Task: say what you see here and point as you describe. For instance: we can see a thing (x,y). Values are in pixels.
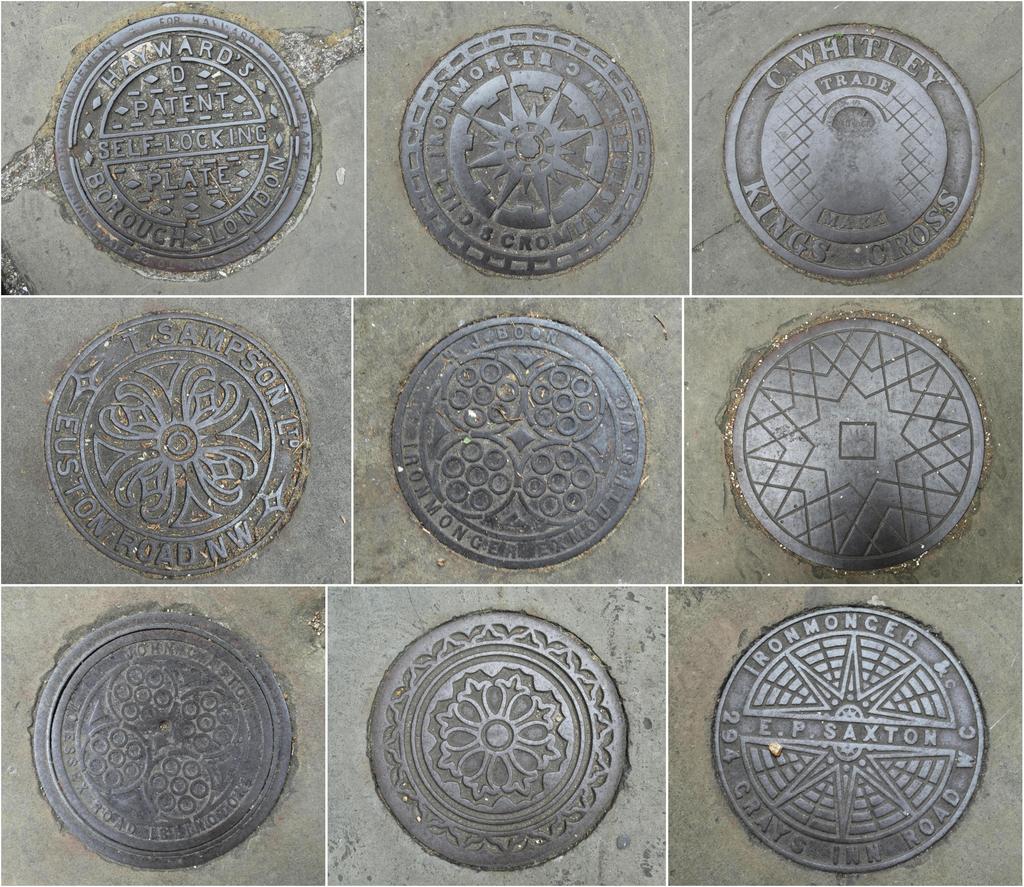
In this image we can see it looks like the manhole covers (472,440), which made by the iron (207,523).
